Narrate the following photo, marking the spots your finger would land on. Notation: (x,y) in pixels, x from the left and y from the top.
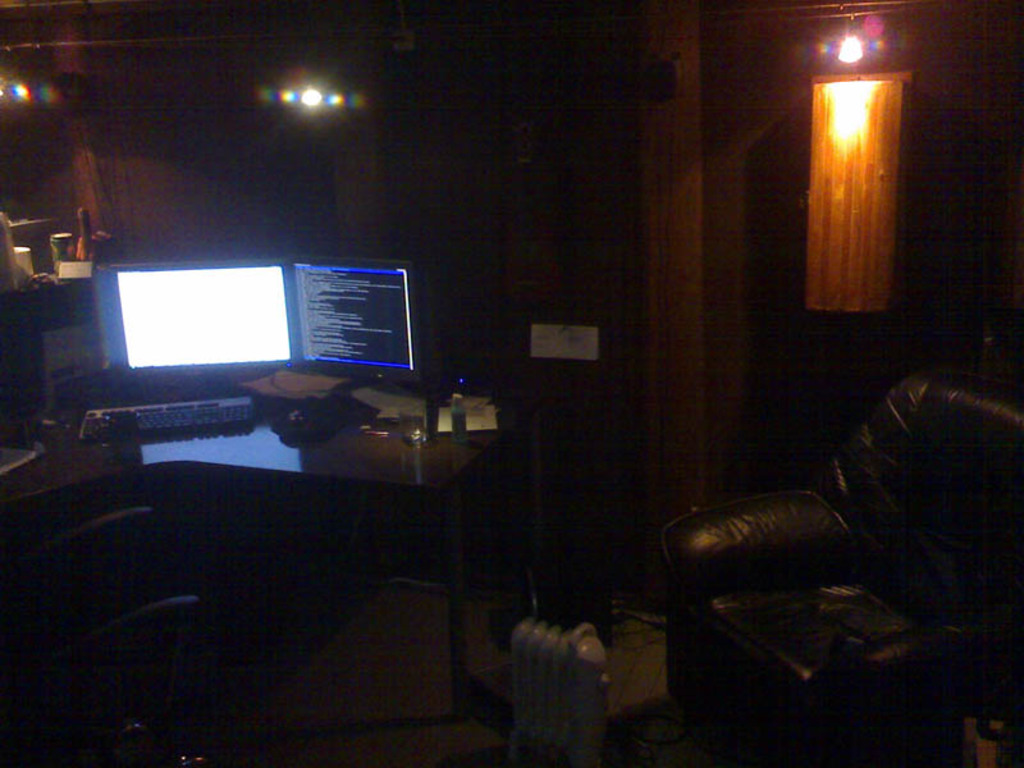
In the center of the image (367,317) we can see a computer (315,331), keyboard (144,419), mouse (300,437), objects (452,417) placed on the table (306,447). On the left side (57,264) there is a chair (89,635) and some objects (26,273). On the right side of the image (756,647) we can see chair (779,645), curtain (896,127) and light (843,44). In the background (545,139) there is a wall (282,151).
